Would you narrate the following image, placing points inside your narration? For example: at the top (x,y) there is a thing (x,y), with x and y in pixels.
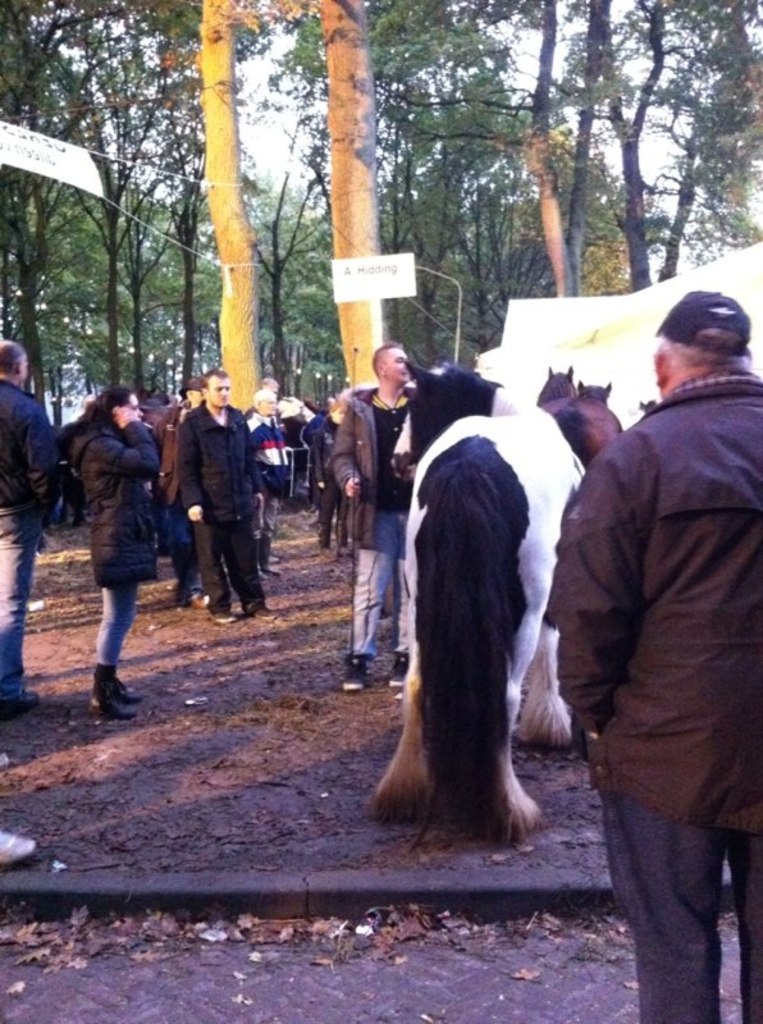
On the left side (176,444), there are persons (110,400) standing. On the right side (668,927), there is a person (637,525) standing and there is a horse (483,501) in white and black color combination standing. In the background (133,364), there is a banner (44,140), there are trees (95,212) and there is sky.
